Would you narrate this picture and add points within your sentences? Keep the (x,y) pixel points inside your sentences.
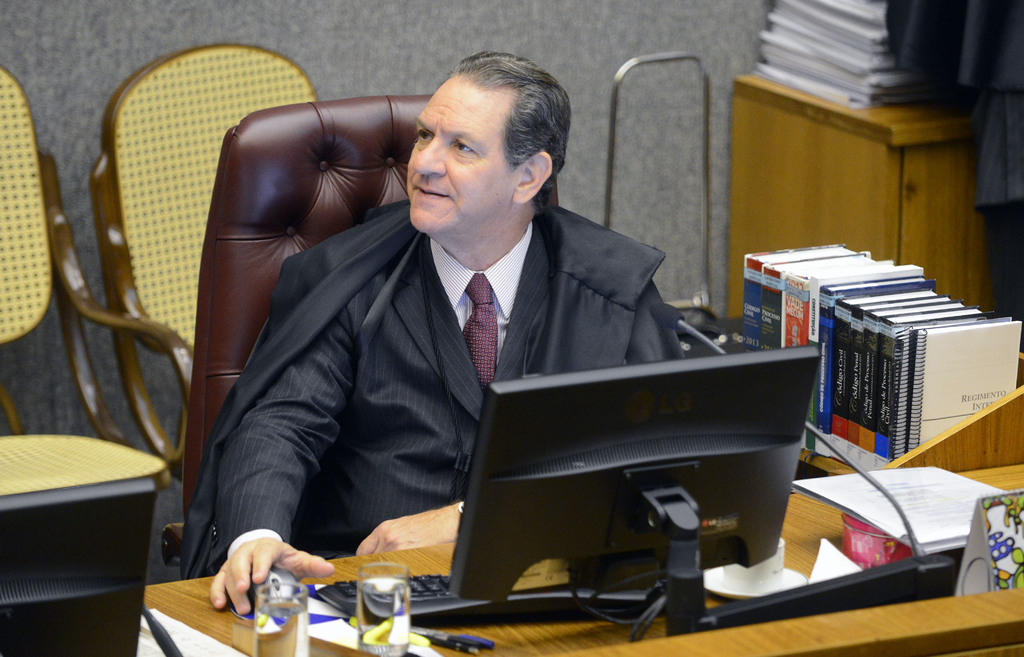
In this picture we can see man (537,152) sitting on chair (284,253) holding mouse (268,579) with his hand (257,566) and in front of him we can see table (801,645) and on table (740,655) we have glass (378,603), keyboard (423,606), monitor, paper (844,498) beside to him we have books (942,304), cupboard (810,183) and in background (362,59) we can see wall (442,44), two chairs (146,154) and here the person (366,258) wore blazer (365,326), tie (475,299).
